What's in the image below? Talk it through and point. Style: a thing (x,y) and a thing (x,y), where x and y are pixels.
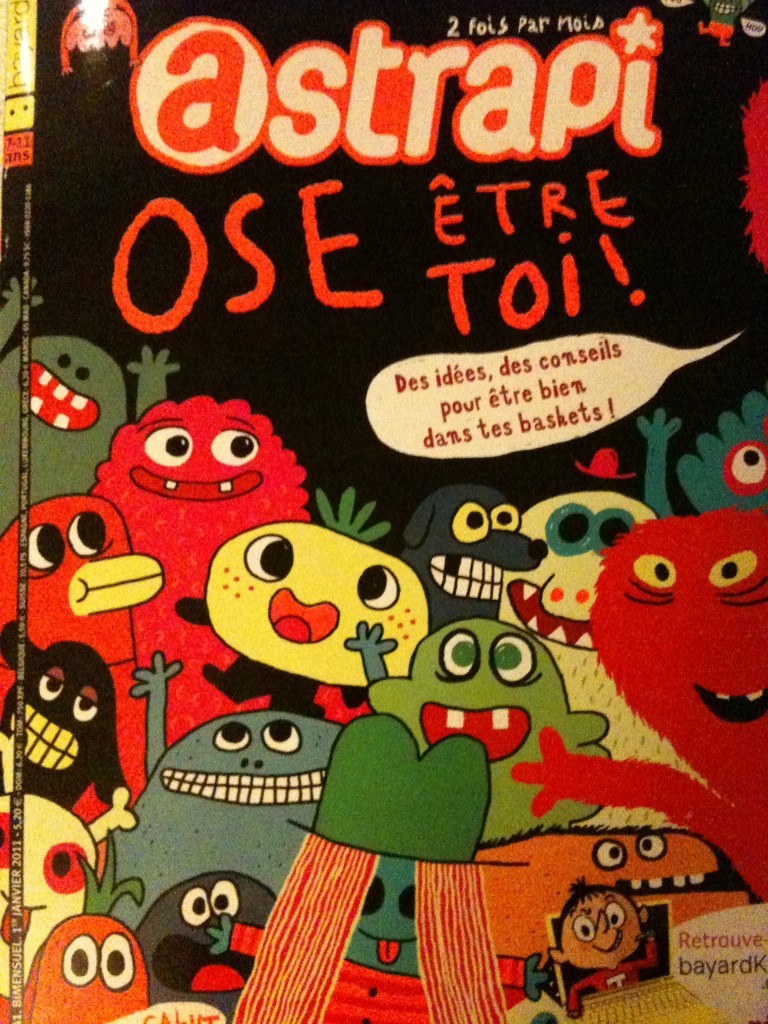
In this image there is a poster (164,753). There are pictures (606,639) of animated creatures (328,697) and text (316,106) on the poster (316,106).
